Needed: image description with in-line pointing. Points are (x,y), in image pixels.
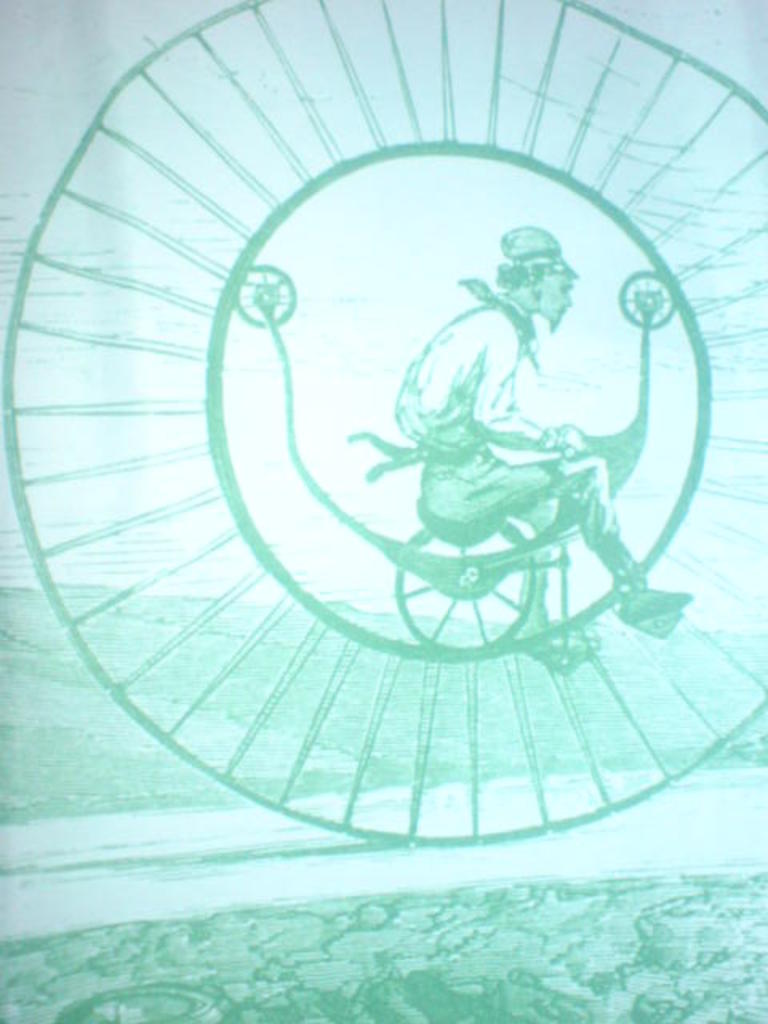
This is an edited image where there is a person (492,428) riding a bicycle (269,29).
